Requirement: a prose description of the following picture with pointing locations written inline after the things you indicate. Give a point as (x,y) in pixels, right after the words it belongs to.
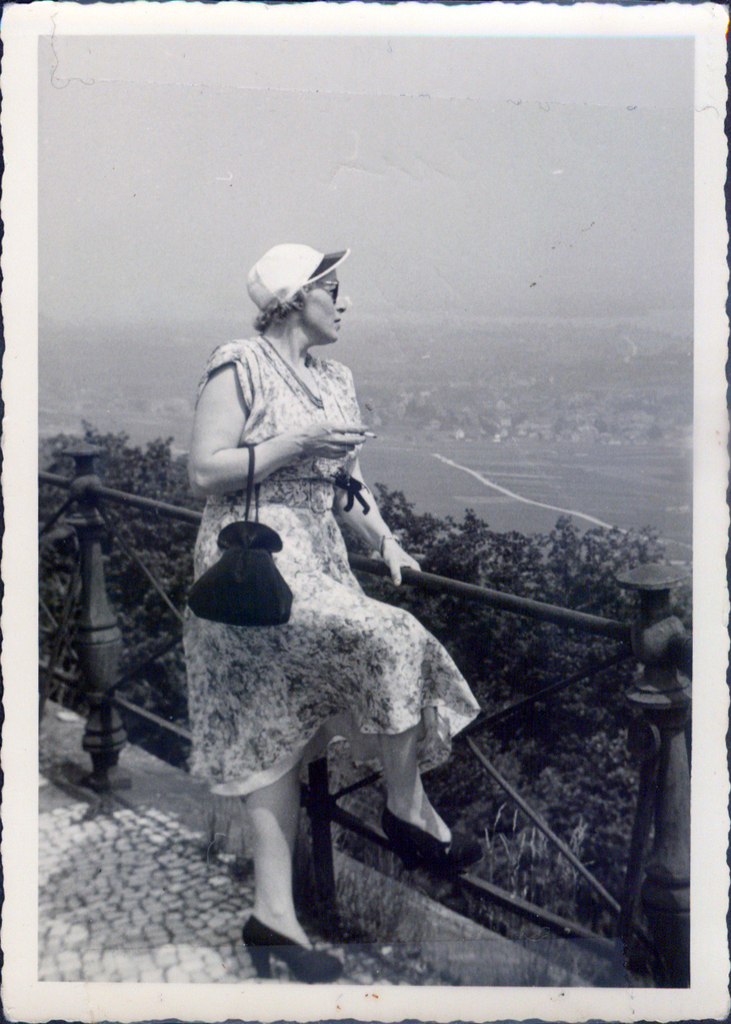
In this image we can see a woman (313,557) is standing, she is wearing the cap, here are the trees (446,570), at back ground (502,356) it is in black and white.
